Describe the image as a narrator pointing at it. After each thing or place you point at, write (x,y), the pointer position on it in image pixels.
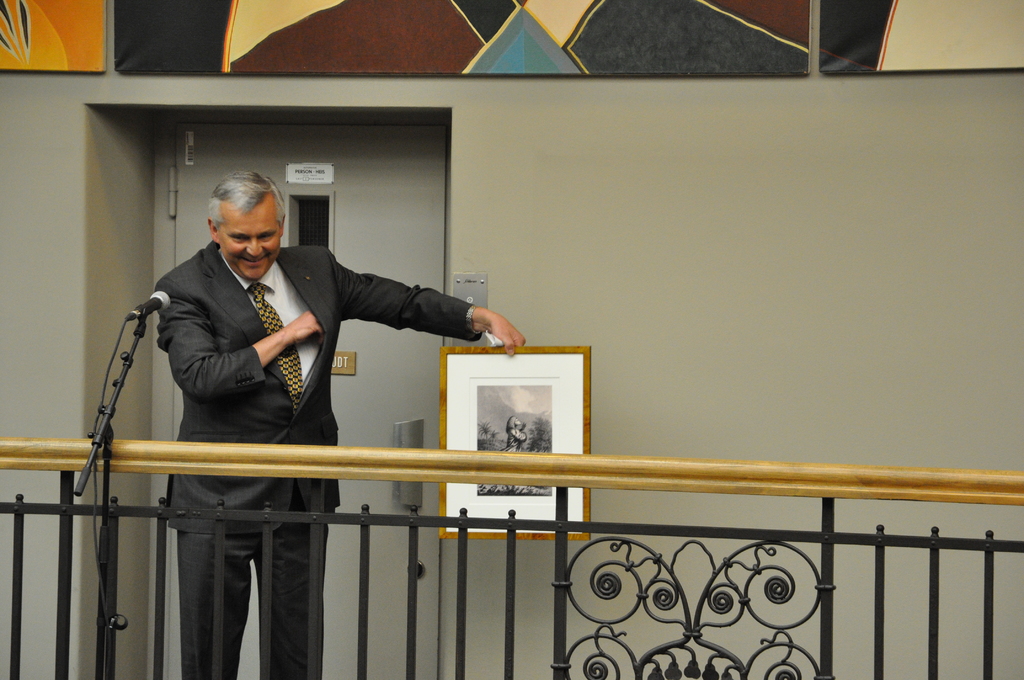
In this image there is a man (250,358) standing, he is holding a photo frame (525,422), there is a metal object (117,547) towards the bottom of the image (107,587), there is a stand (106,492) towards the bottom of the image (98,546), there is a wire (105,395), there is a microphone (161,306), there is a door (393,562) behind the man (178,314), there is a wall (769,275), there are objects (331,32) on the wall (105,41) towards the top of the image (539,40).
